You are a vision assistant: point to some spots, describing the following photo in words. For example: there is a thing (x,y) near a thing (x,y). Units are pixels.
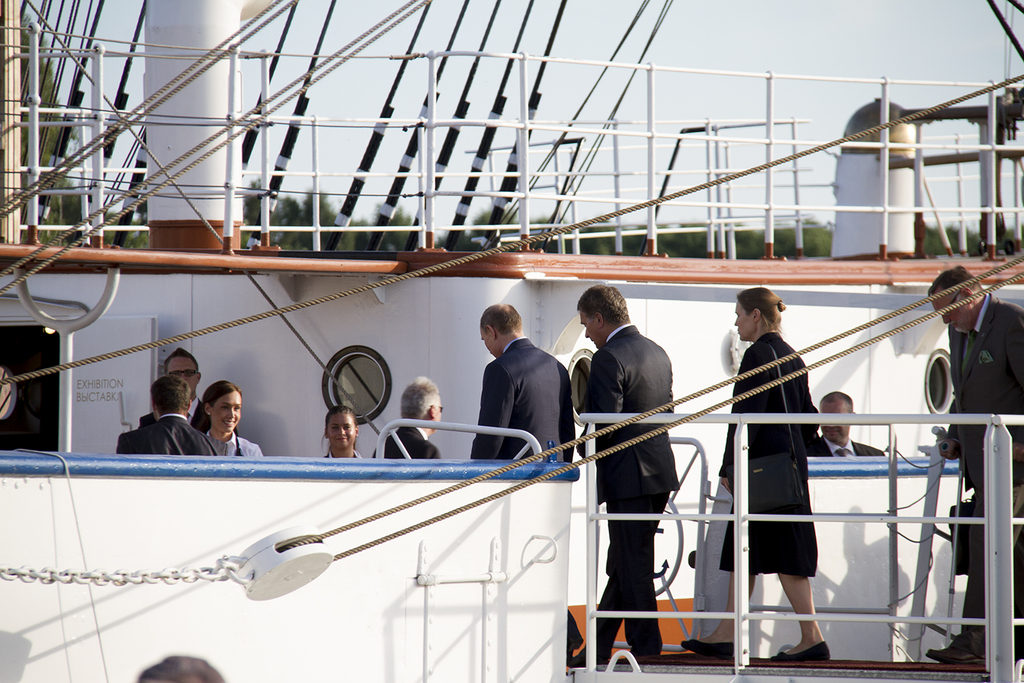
In this image there is a ship (312,520) and we can see people (180,392) in the ship (290,518). In the background (810,14) there is sky (828,39) and we can see trees (257,212).
